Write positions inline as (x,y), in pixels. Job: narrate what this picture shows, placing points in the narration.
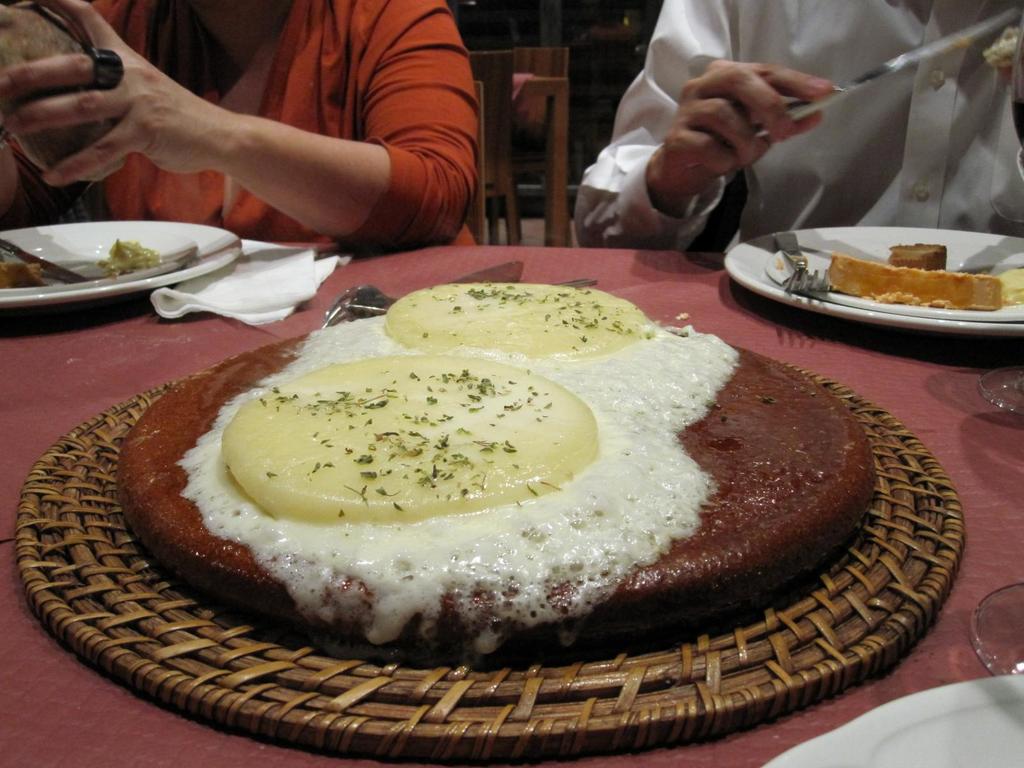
There are food items (573,352) in the place, where there are two people (686,143).
